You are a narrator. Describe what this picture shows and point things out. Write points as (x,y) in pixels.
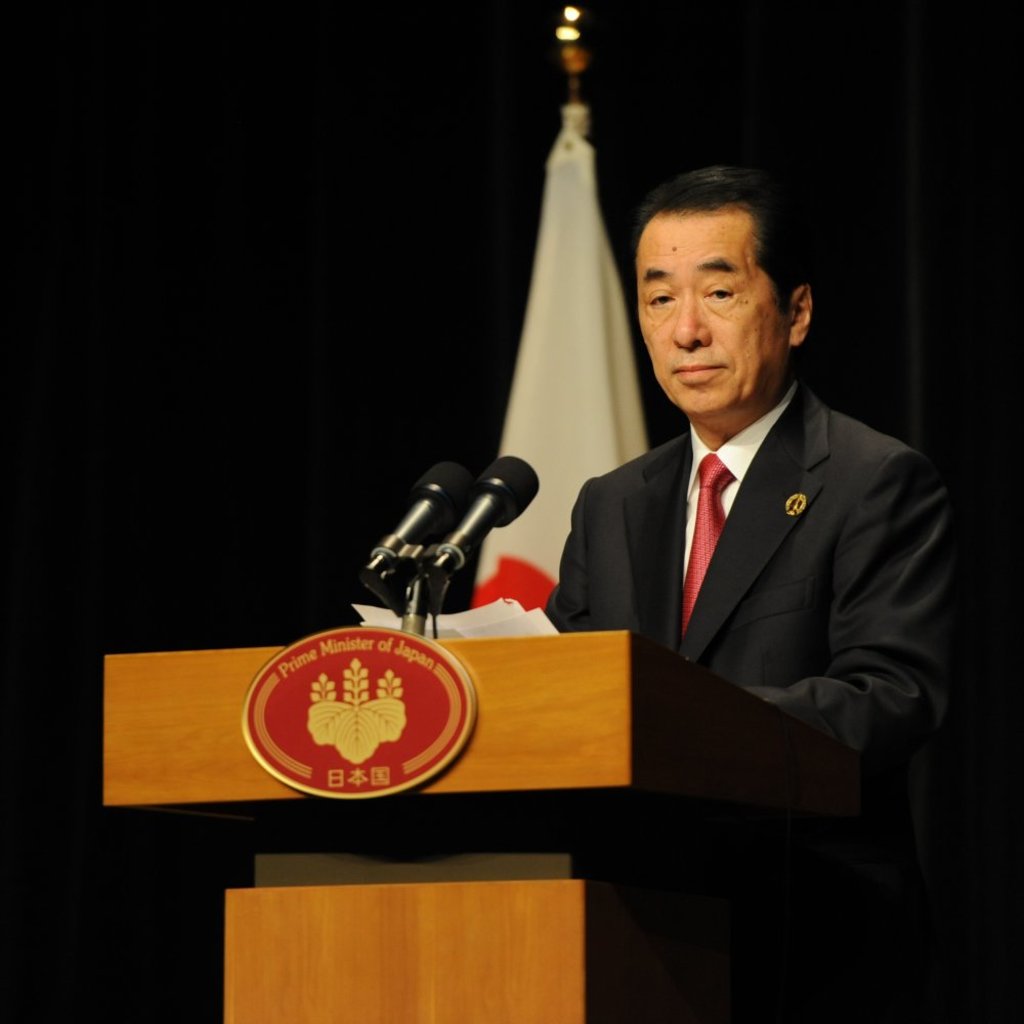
This image is taken indoors. In this image the background (82,864) is dark and there is a flag (584,357) in the background (579,451). In the middle of the image (522,643) there is a podium (433,871) with a mic (485,535) and a few papers (508,626) on it. On the right side of the image (801,601) there is a man (789,655).
